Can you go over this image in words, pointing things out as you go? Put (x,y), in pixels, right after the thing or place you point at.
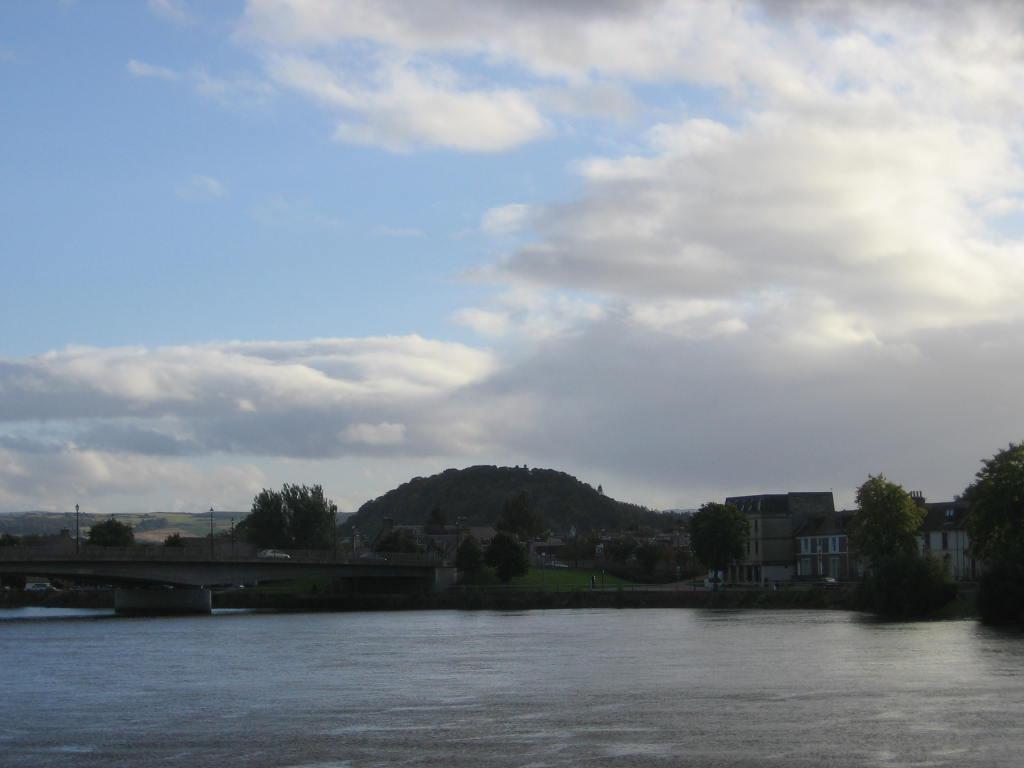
In this image there is a river (410,638), a vehicle (262,555) moving on the bridge (323,559), trees (660,543), buildings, mountains (482,494) and the sky (470,325).
